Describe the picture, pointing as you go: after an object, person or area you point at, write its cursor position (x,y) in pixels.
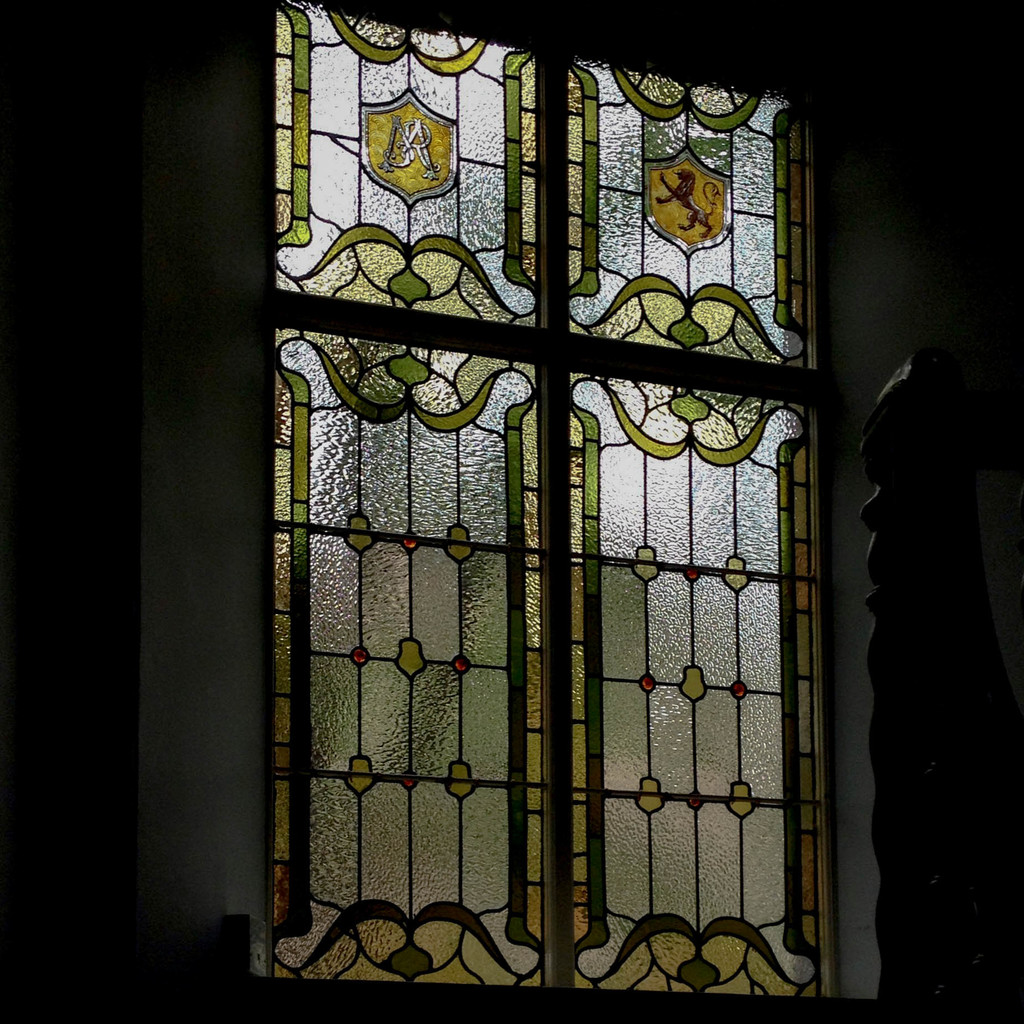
In this image, in the middle (426,362), we can see a glass window (511,812). In the background (1022,69), we can see a wall (246,836) and black color.
